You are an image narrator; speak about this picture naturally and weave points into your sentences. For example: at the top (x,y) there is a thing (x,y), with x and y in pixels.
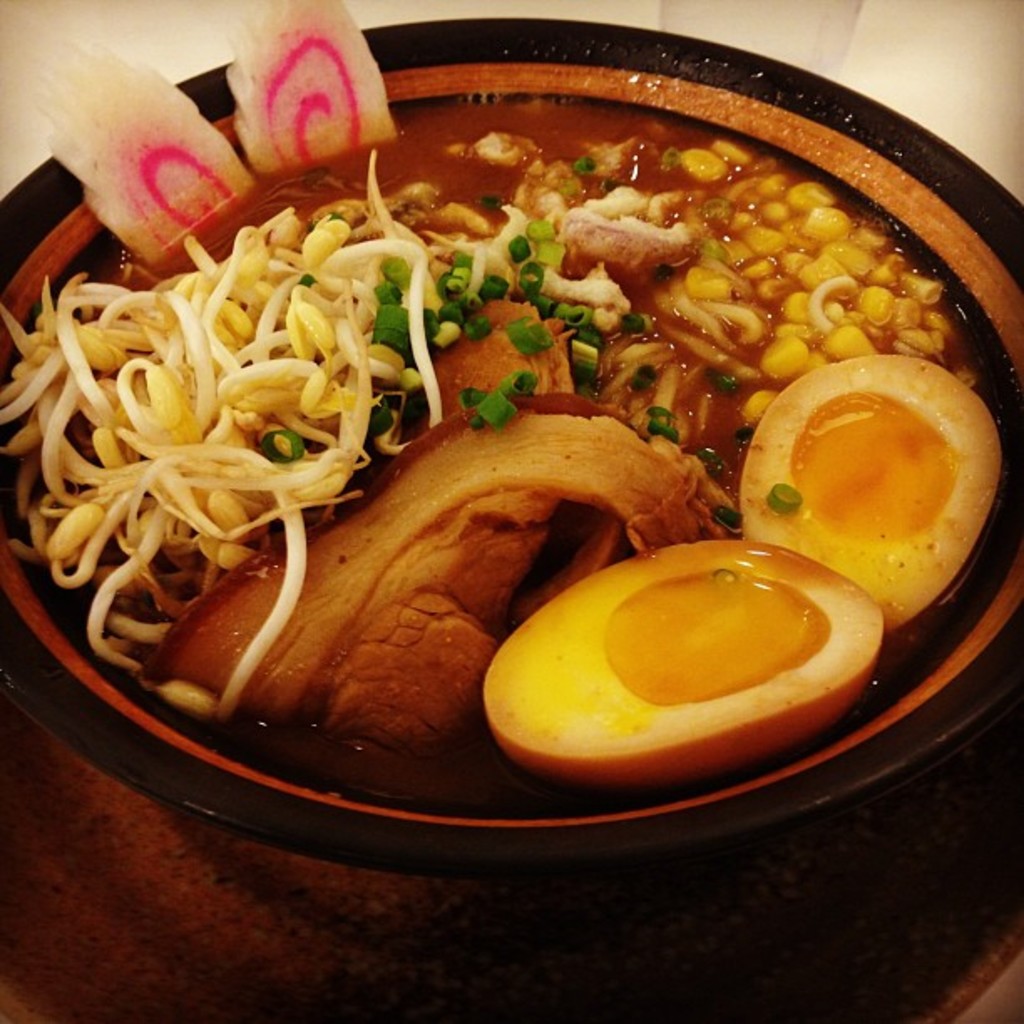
There are egg pieces (629,563), meat (564,489), seeds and other food items (207,190) in a bowl (18,191). This bowl (467,722) is on a surface (797,962).
